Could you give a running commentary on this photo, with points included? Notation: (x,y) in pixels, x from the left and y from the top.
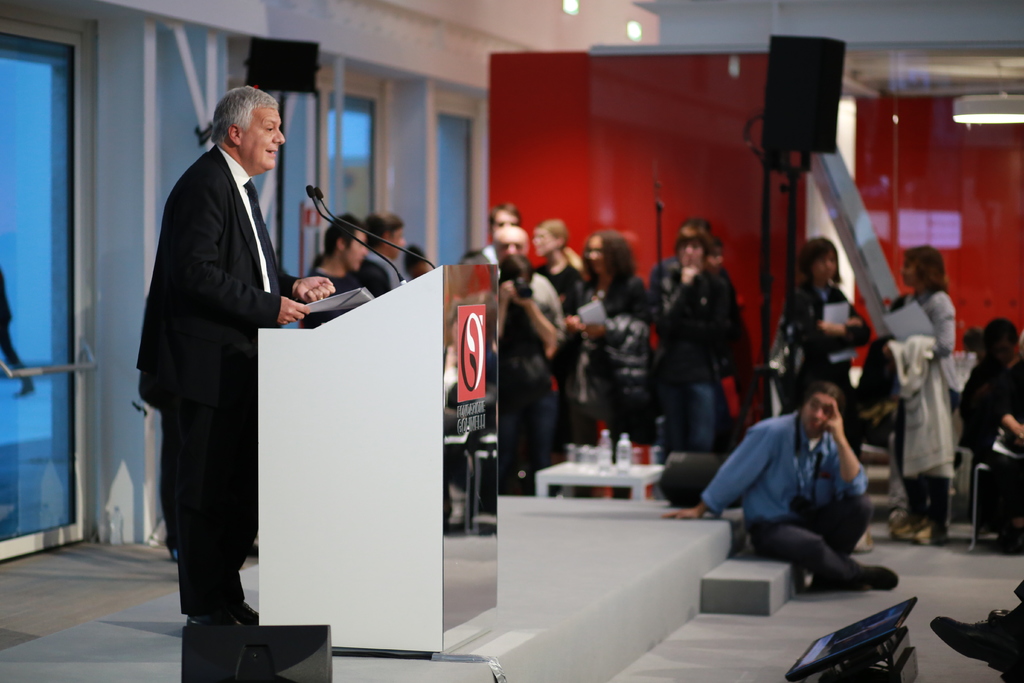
In the center of the image (392,297) there is a person (237,588) standing near a podium (404,477). In the background of the image (339,270) there are people (610,302). To the left side of the image (45,115) there are glass doors (31,109). At the top of the image (966,17) there is a ceiling (915,27).
